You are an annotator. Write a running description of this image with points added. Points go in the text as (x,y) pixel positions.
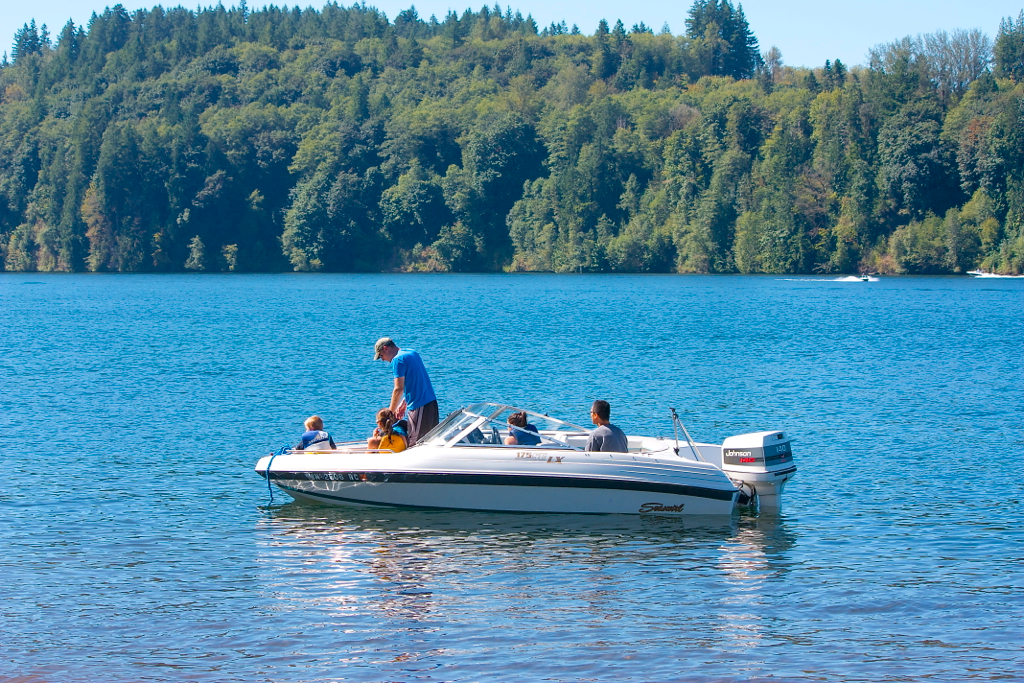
In this picture we can see a boat (607,480) in the water (805,514), and few people (608,449) are seated in it, in the background (564,78) we can see few trees (611,175).
